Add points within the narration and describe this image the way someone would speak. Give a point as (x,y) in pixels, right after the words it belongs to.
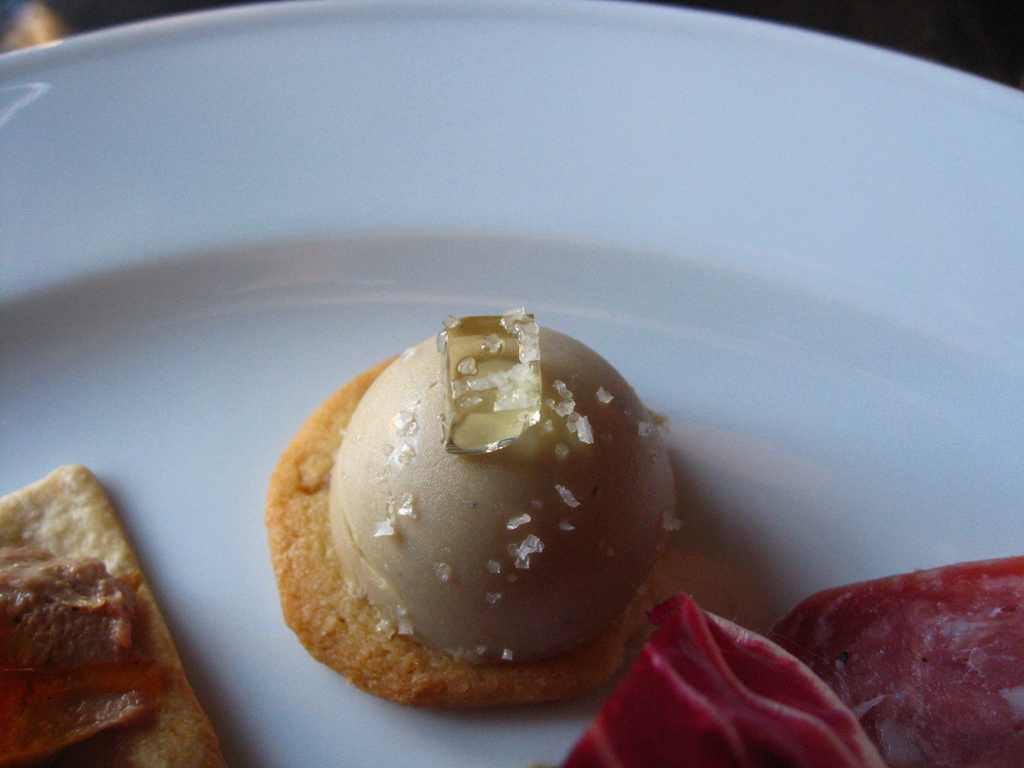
In this image, we can see a plate (565,252), on that plate (565,252), we can see some food item (314,526). In the background (879,15), we can see black color.
